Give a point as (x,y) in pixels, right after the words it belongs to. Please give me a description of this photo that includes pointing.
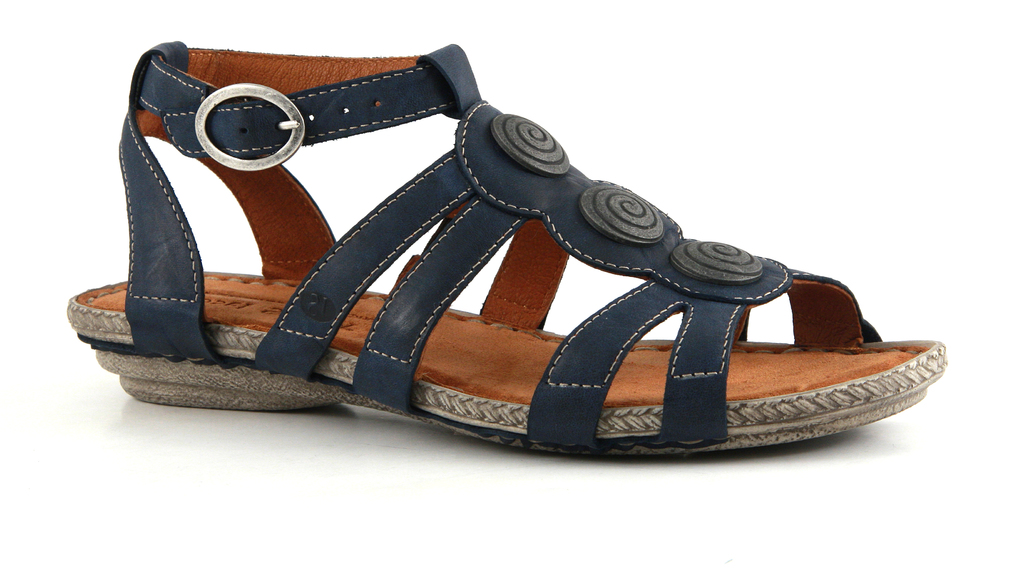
In this image there is a footwear (870,411) on the white surface (83,262).
